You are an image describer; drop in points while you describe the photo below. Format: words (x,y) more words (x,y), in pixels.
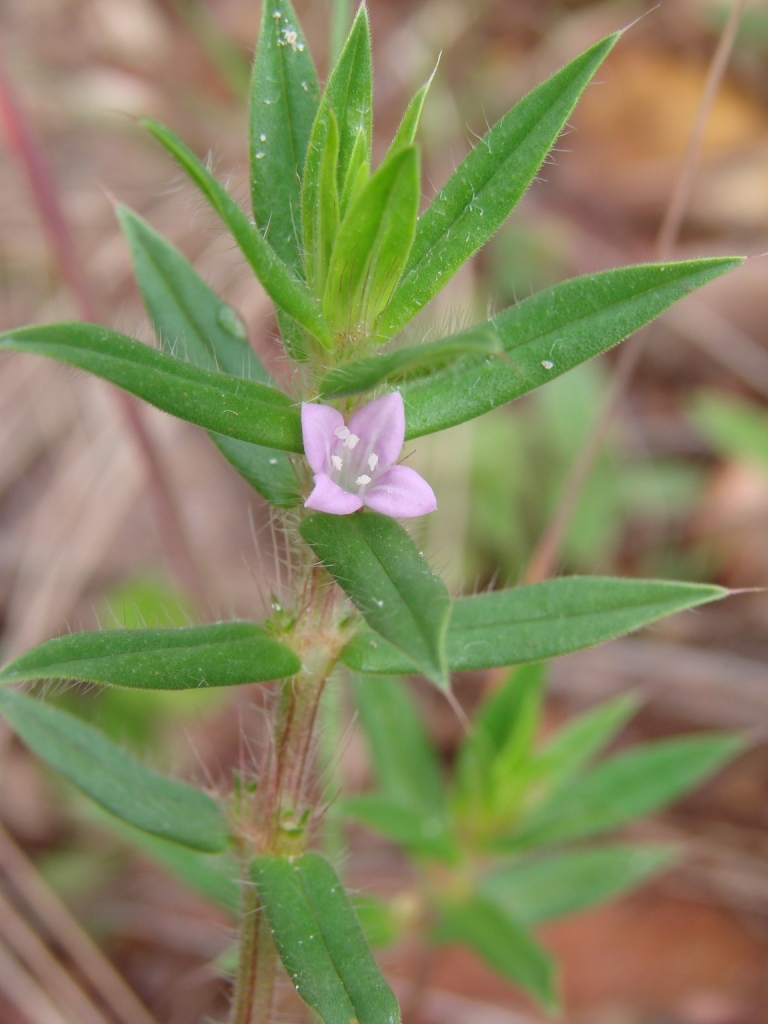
In this image I can see a flower (412,490) and a plant (506,690).
